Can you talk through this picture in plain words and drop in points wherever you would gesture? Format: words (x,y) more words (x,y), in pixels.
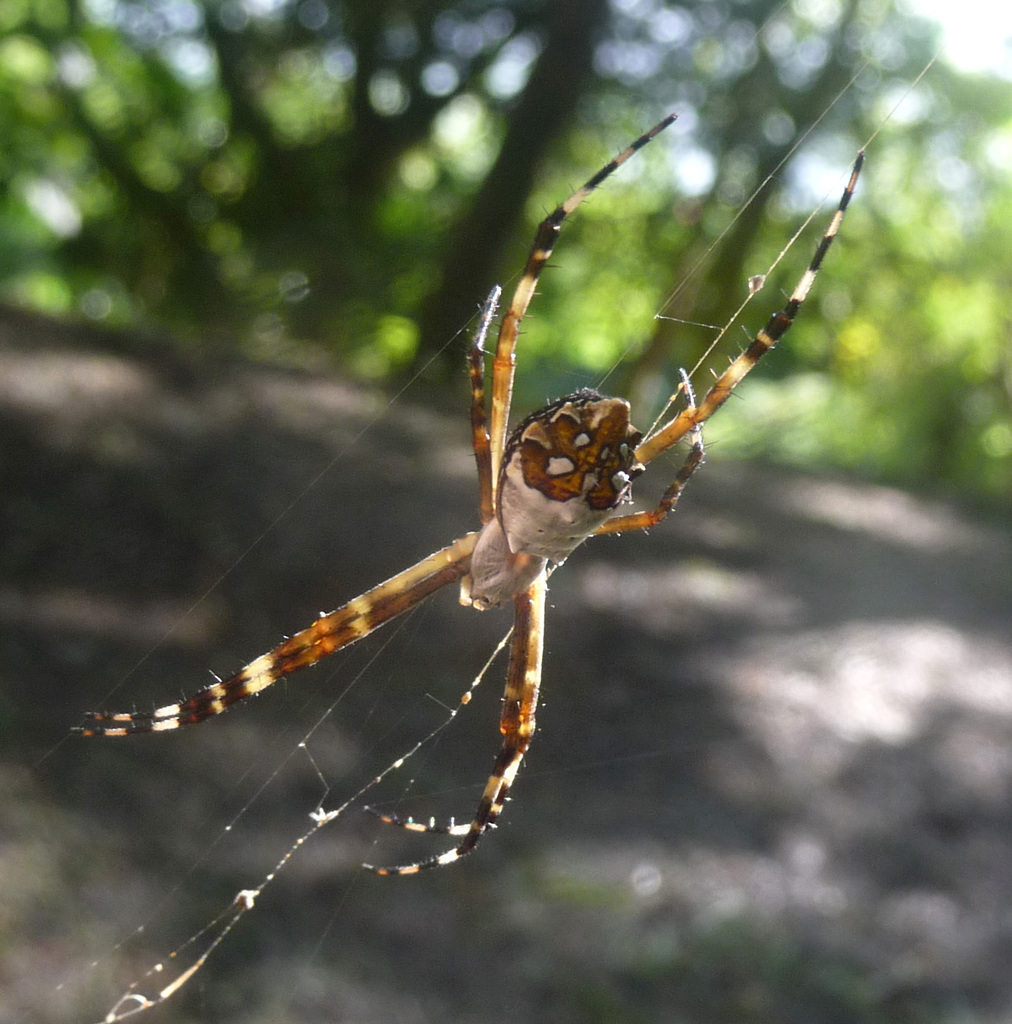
In this picture there is a spider (667,509) in the center of the image (539,355), on a web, there are trees (594,340) in the background area of the image (449,392).
